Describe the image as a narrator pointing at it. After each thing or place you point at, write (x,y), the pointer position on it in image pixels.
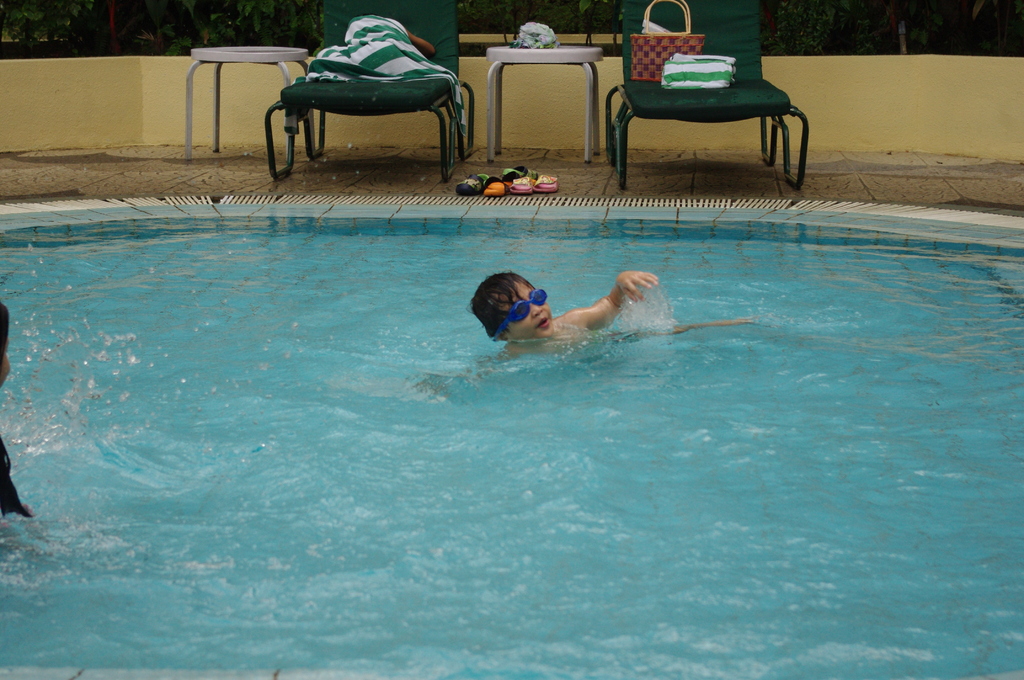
In this picture we can see people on water (513,485), beside the water (265,280) we can see a path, chairs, tables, flip flops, bag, clothes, person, wall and an object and in the background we can see trees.
